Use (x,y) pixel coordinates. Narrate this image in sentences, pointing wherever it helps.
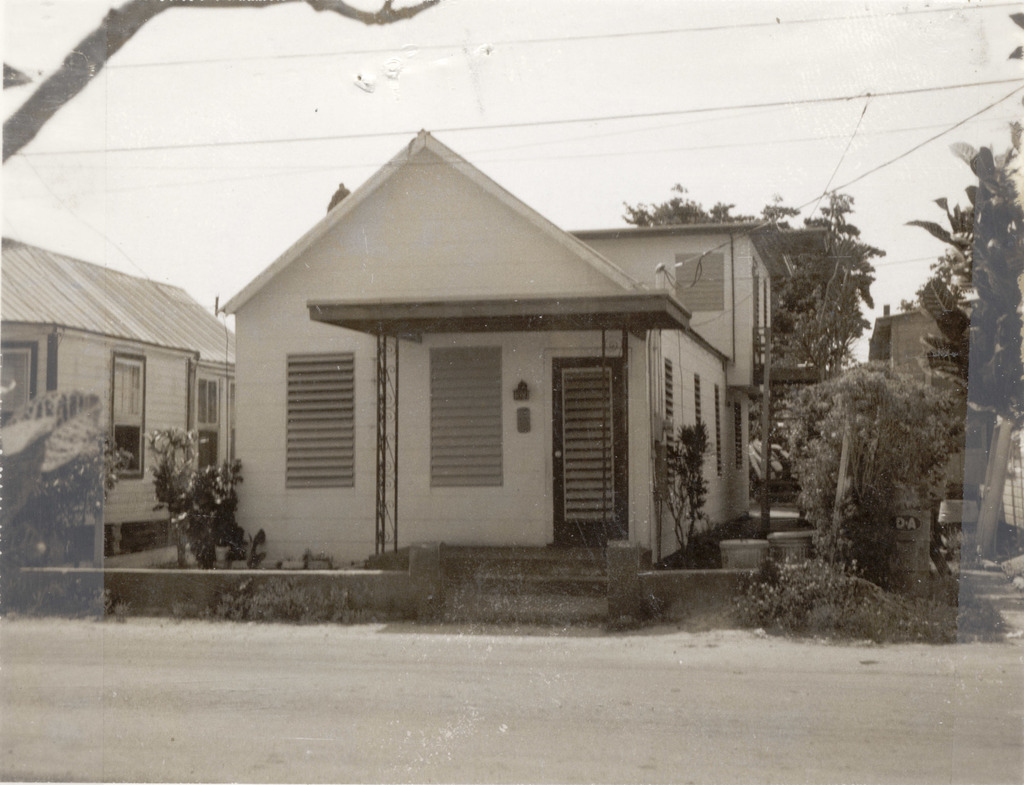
The picture is a black and white image. In the foreground of the picture (349,653) there is road (191,684). In the center of the picture (641,522) there are plants (704,480), trees (806,281), houses (370,344), windows (207,421) and doors (589,439). At the top (124,25) there are cables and a trunk (51,95) of the tree (95,45). It is a sunny day.
